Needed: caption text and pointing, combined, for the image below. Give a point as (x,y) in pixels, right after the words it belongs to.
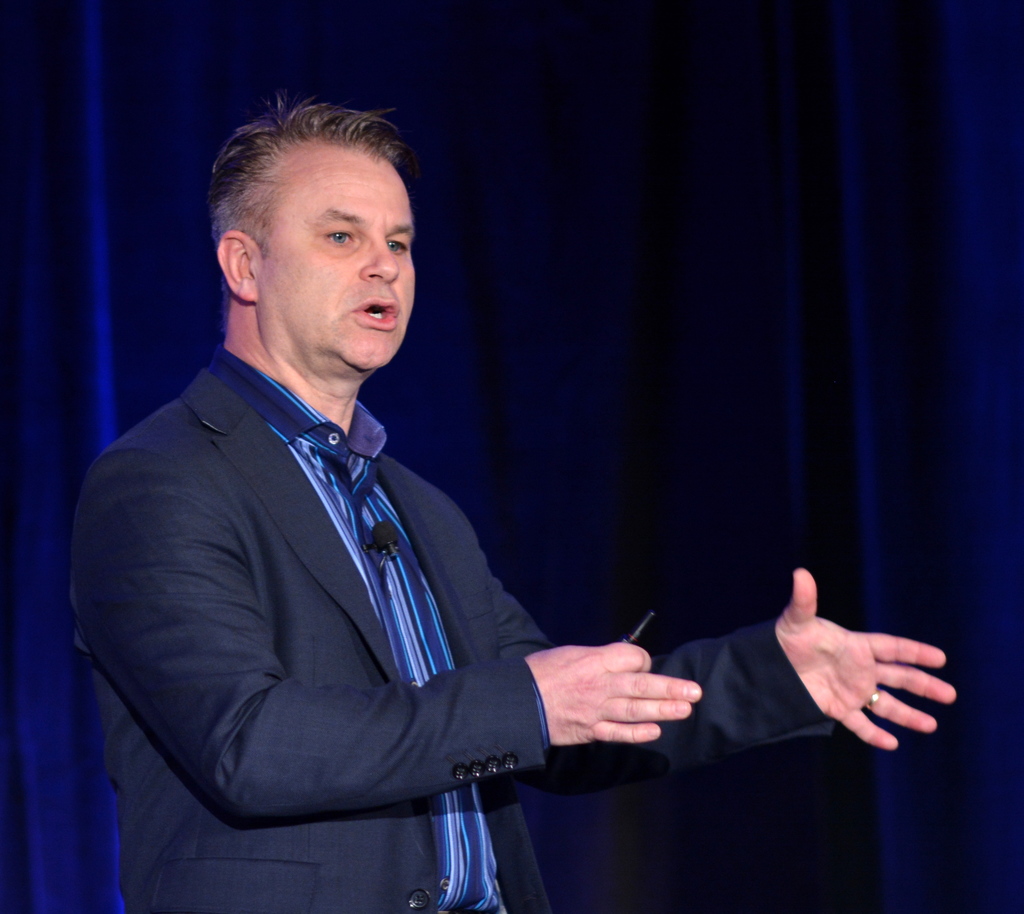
In this picture there is a person (273,603) wearing a blue jacket (365,600) and talking. In the background (573,316) there are blue curtains (750,376).
